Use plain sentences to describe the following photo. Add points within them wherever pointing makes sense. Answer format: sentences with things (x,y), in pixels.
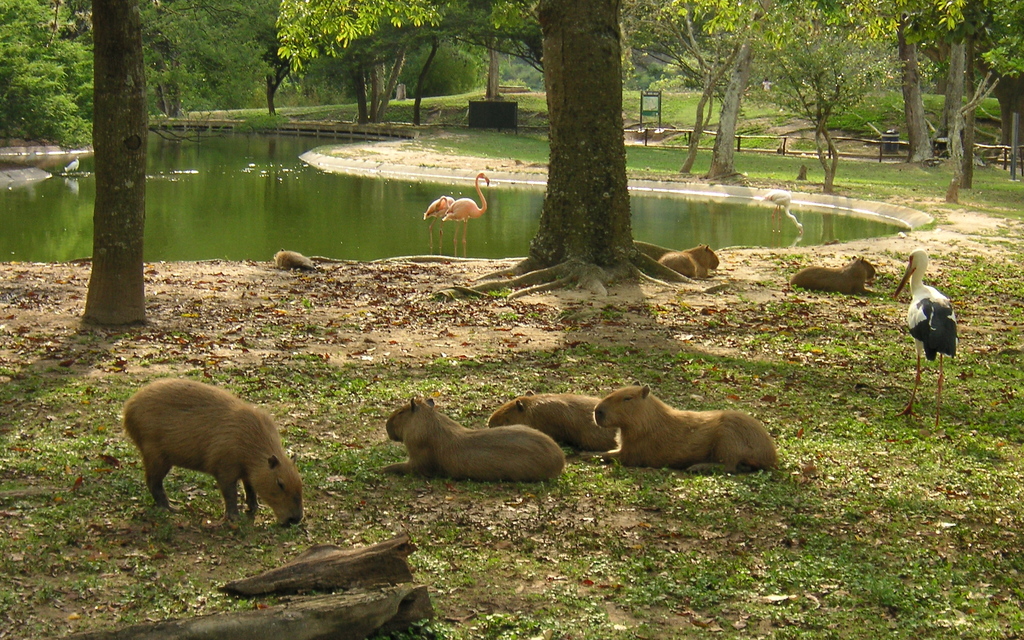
In this picture we can see many small capybaras (428,403) were sitting on the ground (669,475). On the right (953,332) there is a white stork (915,302). In the water (637,214) we can see two pink color flamingos (432,208). In the background (627,119) we can see many trees (320,56), plants (478,81) and grass (681,122). On the top right corner (978,158) we can see wooden fencing (847,153).
